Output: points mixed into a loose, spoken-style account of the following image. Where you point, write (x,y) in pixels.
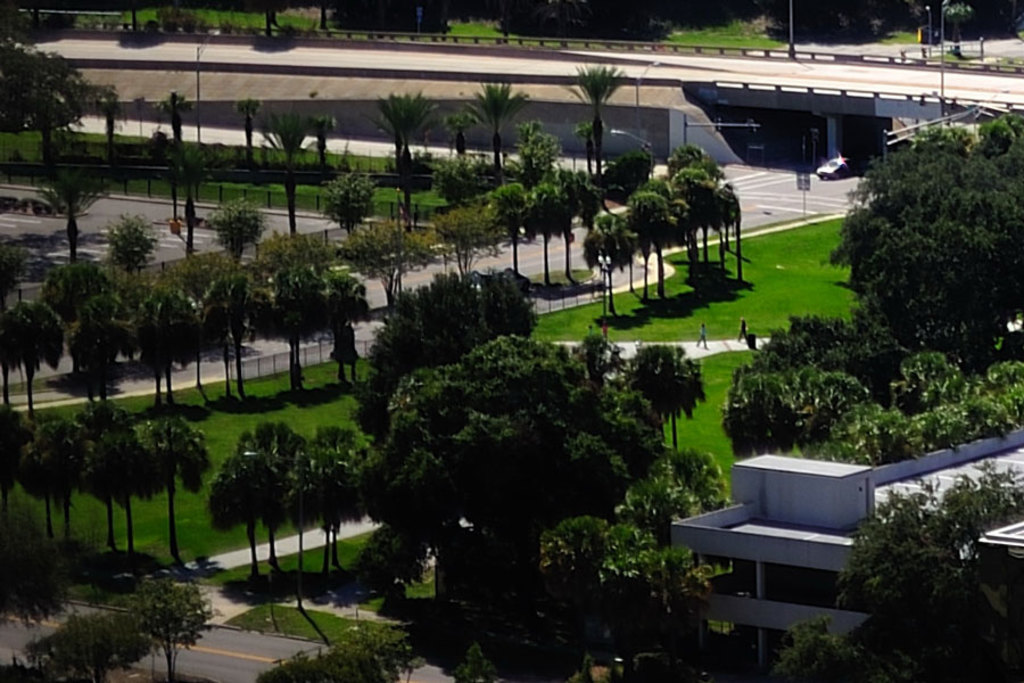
In this image, we can see some trees (691,182) and grass (770,333). There is a building (837,515) in the bottom right of the image (836,495). There is a bridge (982,80) and car (820,171) in the top right of the image (755,71).
